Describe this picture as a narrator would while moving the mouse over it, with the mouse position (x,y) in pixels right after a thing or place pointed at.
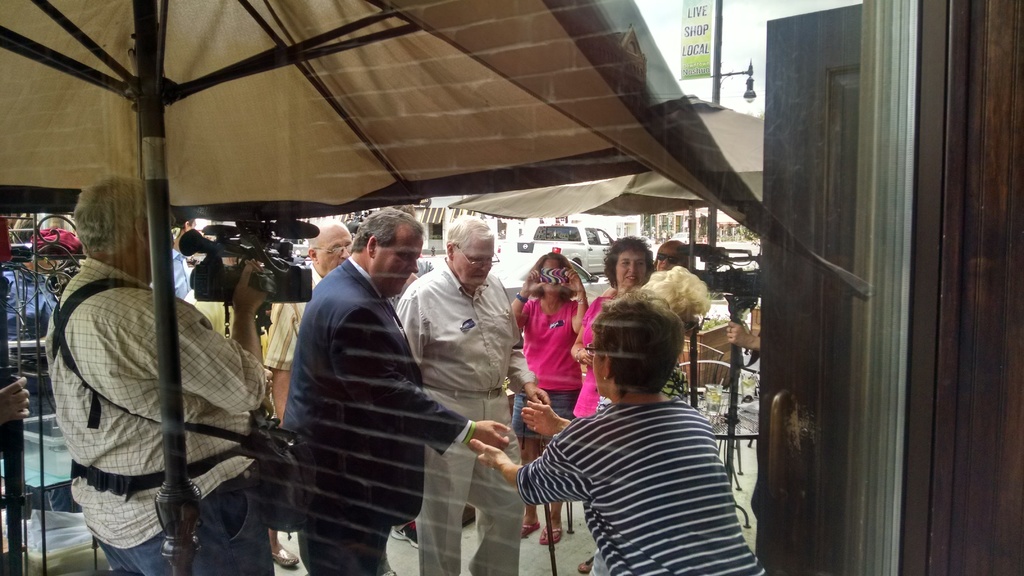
In this image we can see a glass (306,377) and through the glass (444,48) we can see few persons (304,347) are standing and a person (145,426) is holding a camera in the hands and carrying a bag (281,451) on the shoulders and we can see umbrellas (502,179), metal objects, board (693,51) and light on a pole (718,34), vehicle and objects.
